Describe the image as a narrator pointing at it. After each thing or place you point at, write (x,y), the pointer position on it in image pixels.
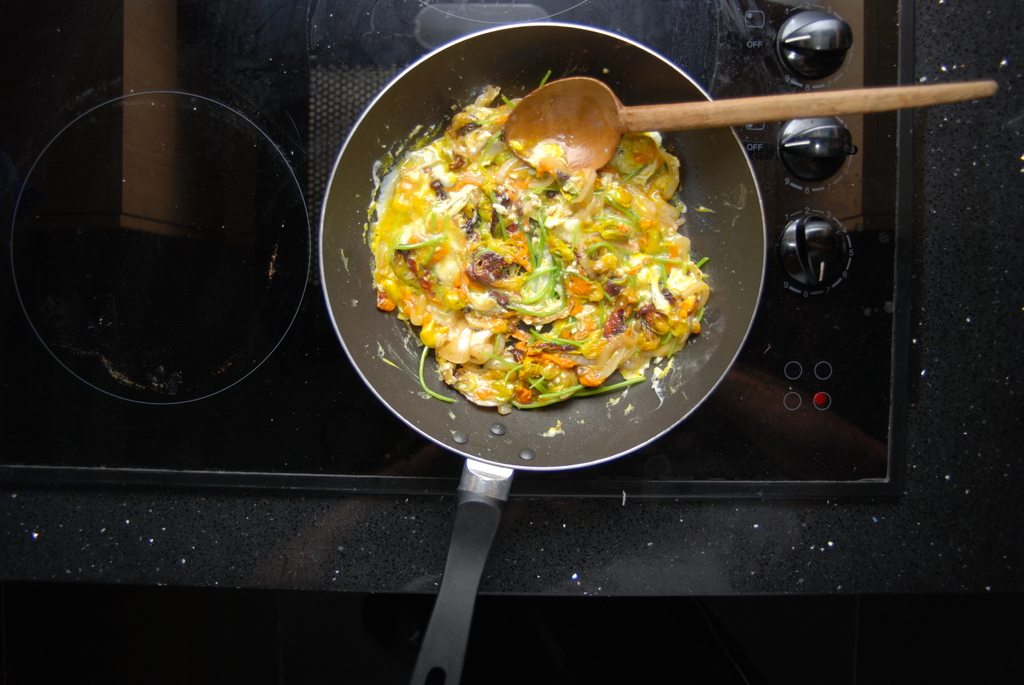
In this image there is a food item (495,195) in a pan (513,241) with a spoon (598,122) in it on top of a stove (767,321), the stove (791,211) is on the marble platform (13,511).
